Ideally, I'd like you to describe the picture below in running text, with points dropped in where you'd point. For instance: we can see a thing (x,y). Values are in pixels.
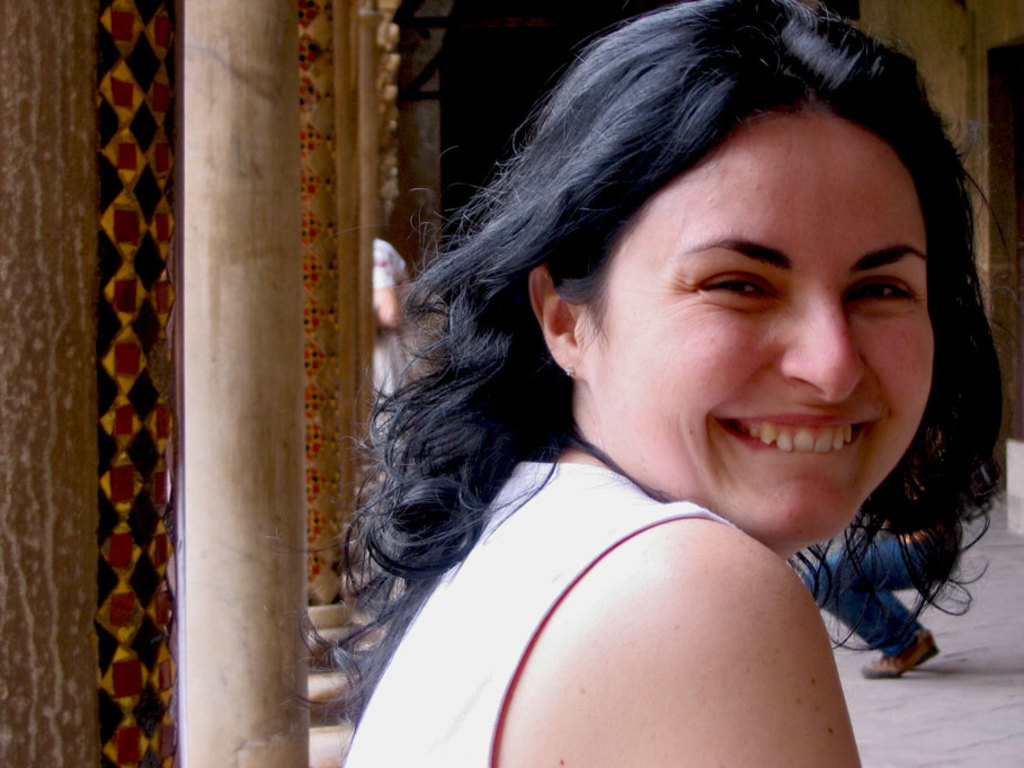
Here I can see a woman (671,521) is smiling and giving pose for the picture. On the left side (156,564) there are some poles (351,347). In the background (872,616), I can see some more people (859,614).
